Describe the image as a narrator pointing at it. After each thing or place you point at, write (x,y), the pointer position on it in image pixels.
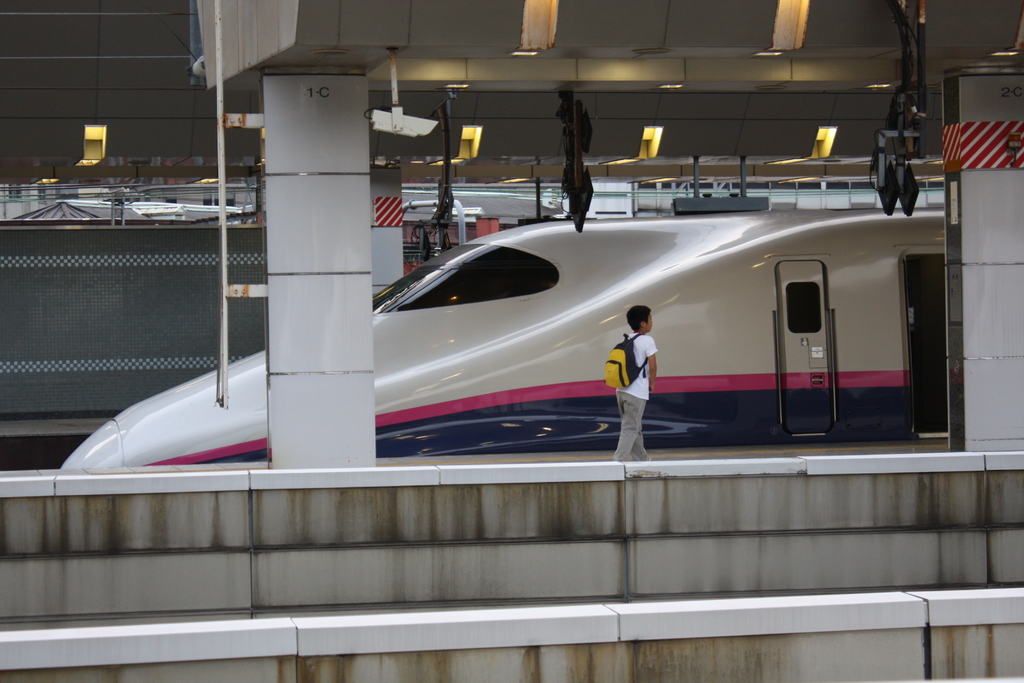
In this image I can see the person (636,437) standing on the platform (507,481) and wearing the dress (636,415) and bag (617,360). In-front of the person (627,406) I can see the train (593,339). In the background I can see the pipes (224,332) and few objects (681,206). I can see the lights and few more objects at the top (370,111).
